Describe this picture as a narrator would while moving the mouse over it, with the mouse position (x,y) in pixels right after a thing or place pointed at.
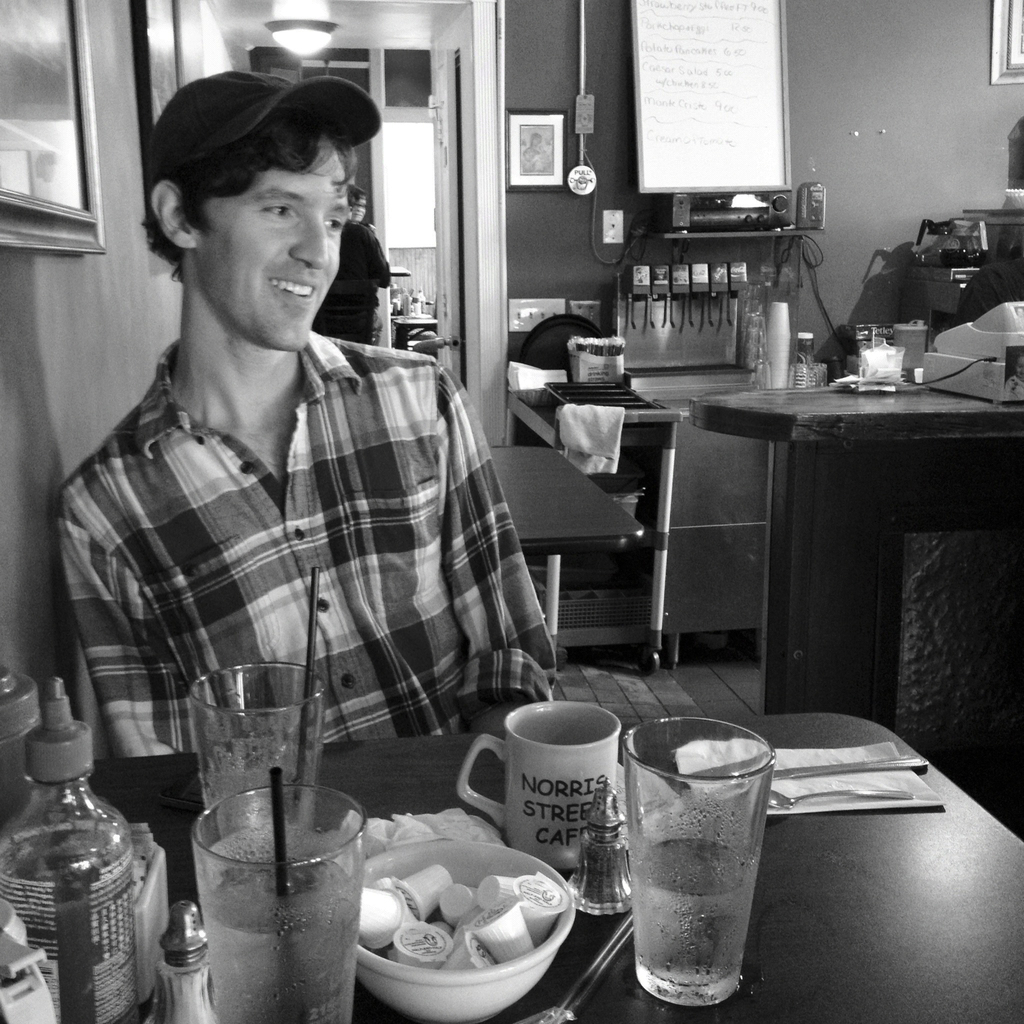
In this image, There is a table (887,964) in black color, There are some glasses (283,761) there is a bowl (484,977) in white color, there is a person (223,516) sitting on the chair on the left side of the image (184,397) and wearing a black color hat (246,129), In the right side of the image (892,524) there is a table (903,460) of black, There is a wall (832,59) of black color and there is a white color frame (709,71).
